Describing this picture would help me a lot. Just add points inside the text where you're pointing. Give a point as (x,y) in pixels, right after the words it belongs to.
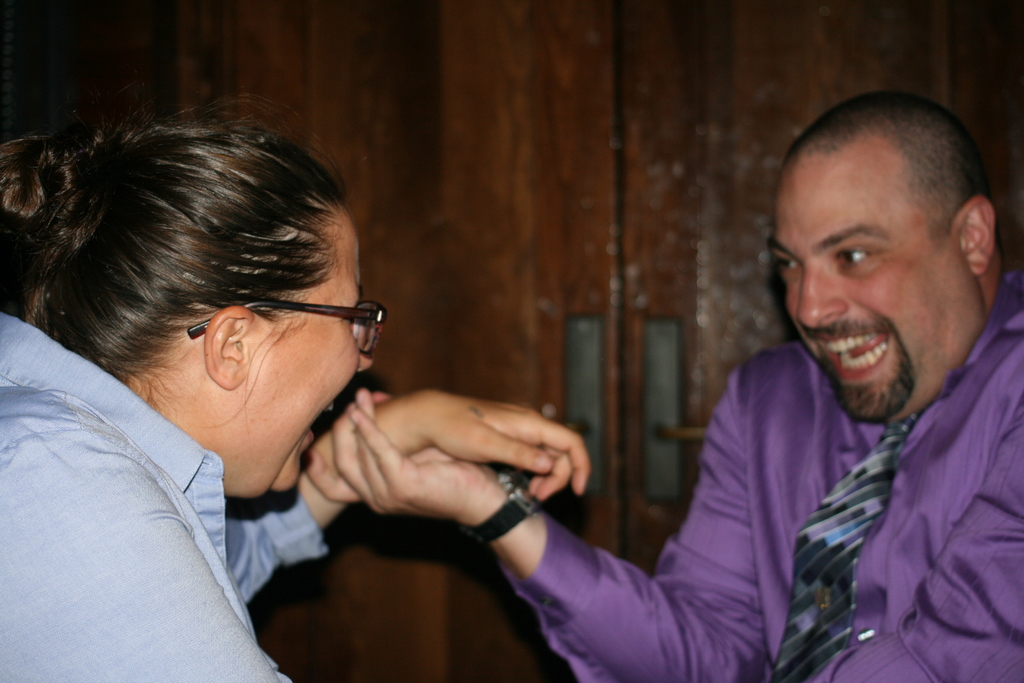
In the foreground of this image (279,487), there is a woman (197,546) and a man (868,572) and the man (774,569) is holding the hand (401,439) of the woman (399,440). In the background (531,221), it seems like a wooden door (600,162).
